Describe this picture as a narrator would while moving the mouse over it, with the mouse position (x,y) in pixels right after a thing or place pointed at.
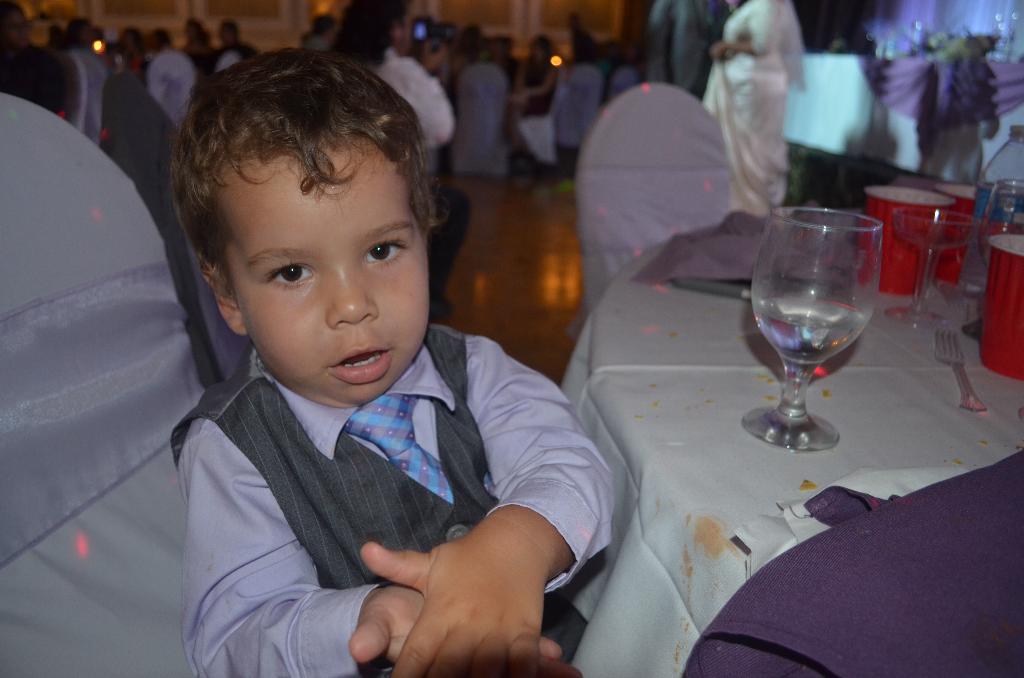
In this picture we can see a boy (244,465) sitting on the chair (144,412). This is table (816,473). On the table (734,457) there are glasses (760,425) and there is a fork (962,379). Here we can see some persons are sitting on the chairs (679,110). And this is floor (500,256).
